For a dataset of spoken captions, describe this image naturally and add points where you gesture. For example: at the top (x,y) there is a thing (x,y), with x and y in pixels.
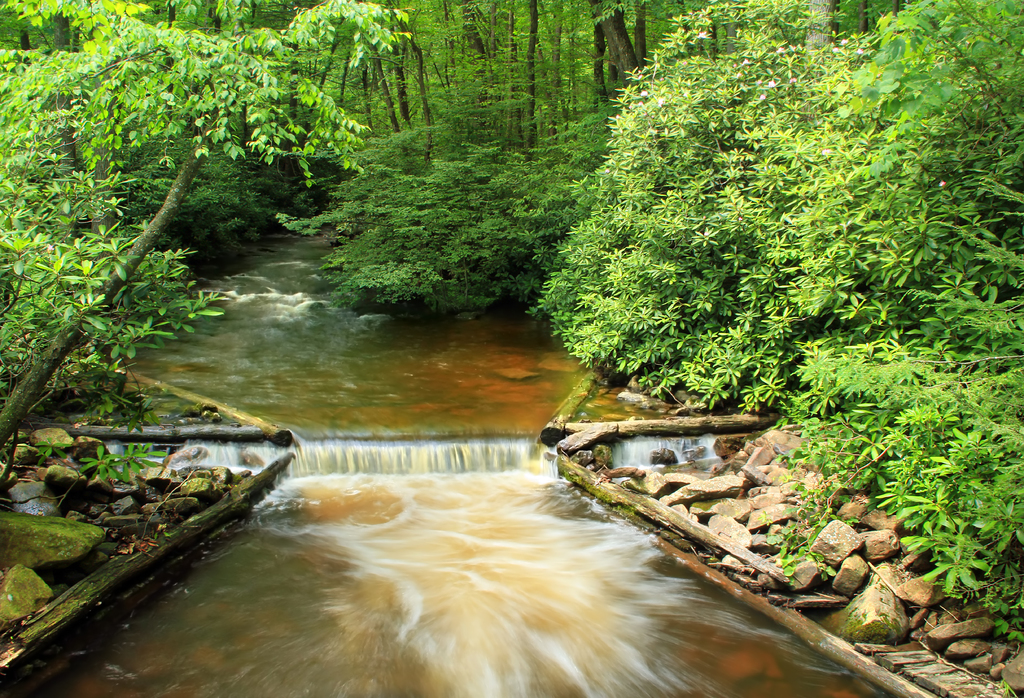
At the bottom of this image (392,568) there is a river (343,451). On the right (738,474) and left side of the image (187,483) there are few stones (709,485). In the background (63,137) there are many trees (496,122).
